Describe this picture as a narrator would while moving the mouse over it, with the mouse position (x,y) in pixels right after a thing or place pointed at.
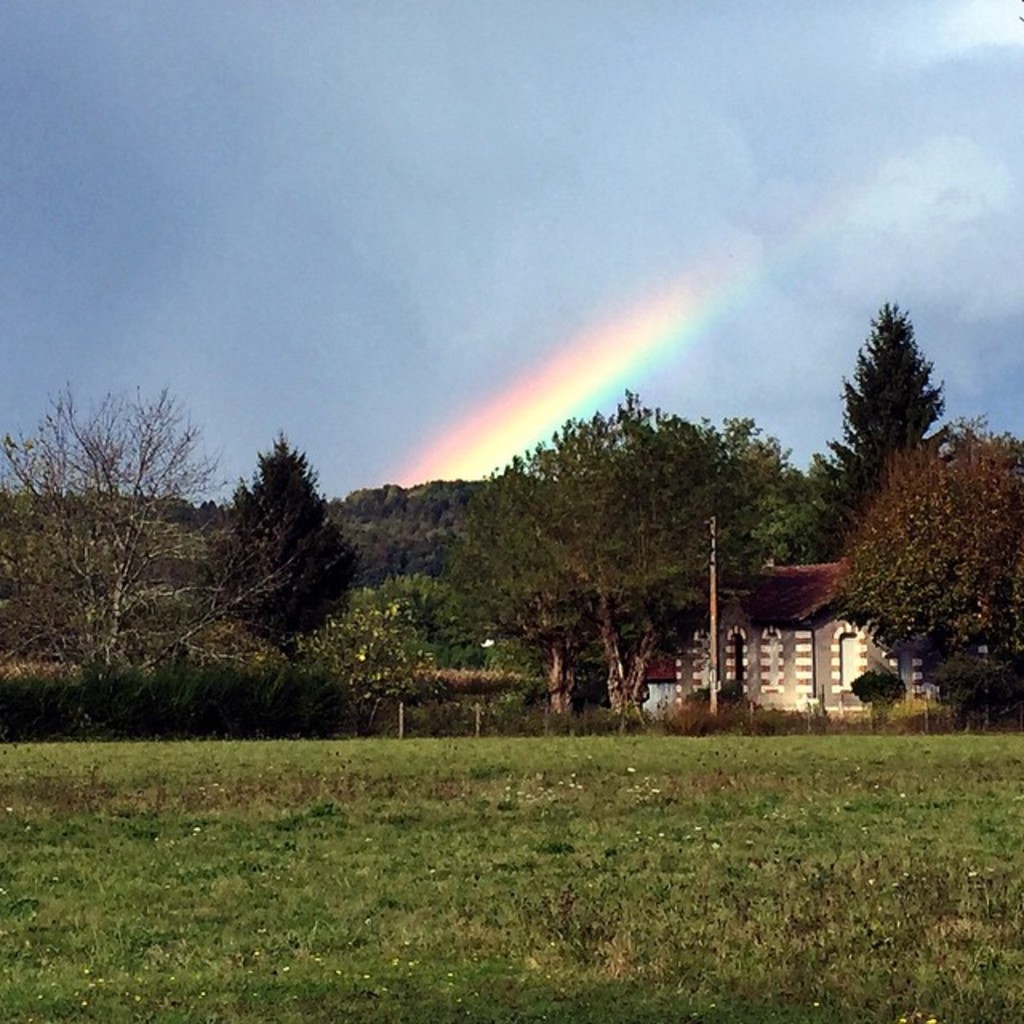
In this image we can see trees (393,555), plants (355,699), building (916,671) and grassy land (387,839). In the background (555,282), we can see a rainbow (515,395) and the sky (477,228).
